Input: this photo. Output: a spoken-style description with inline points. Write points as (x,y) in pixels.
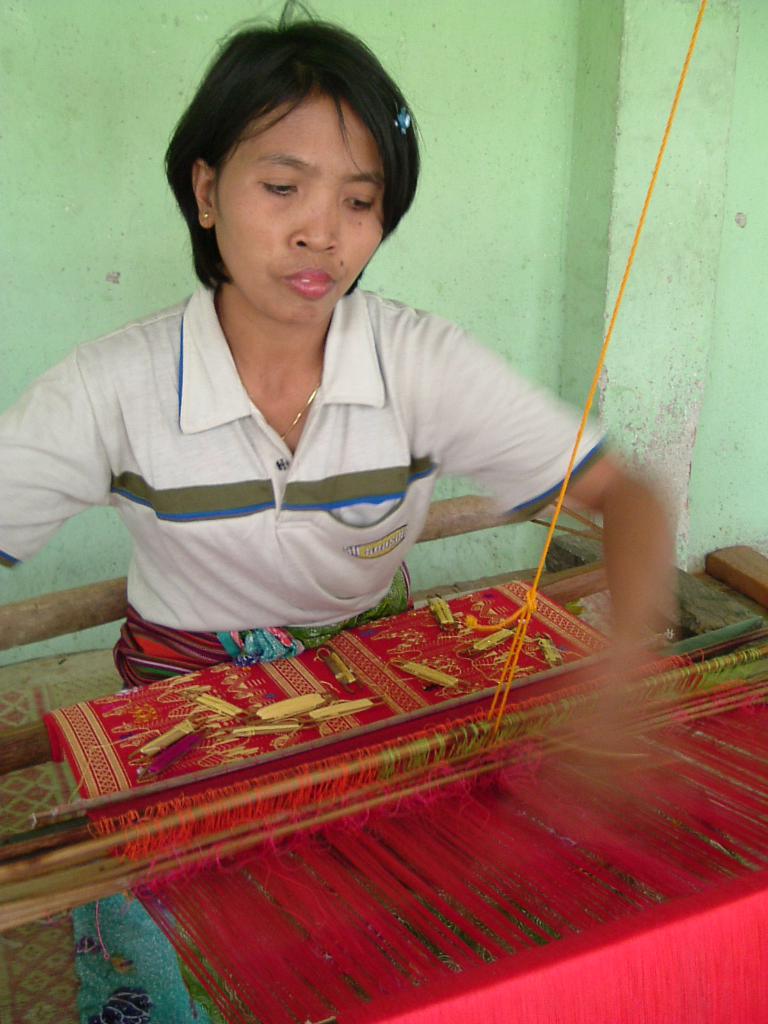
In this image I can see a woman (220,523) and I can see she is wearing a white colour t-shirt (246,465). In the front of her I can see a red colour carpet (111,786) and an equipment (266,794). I can also see few things (444,619) on the carpet (368,691).
